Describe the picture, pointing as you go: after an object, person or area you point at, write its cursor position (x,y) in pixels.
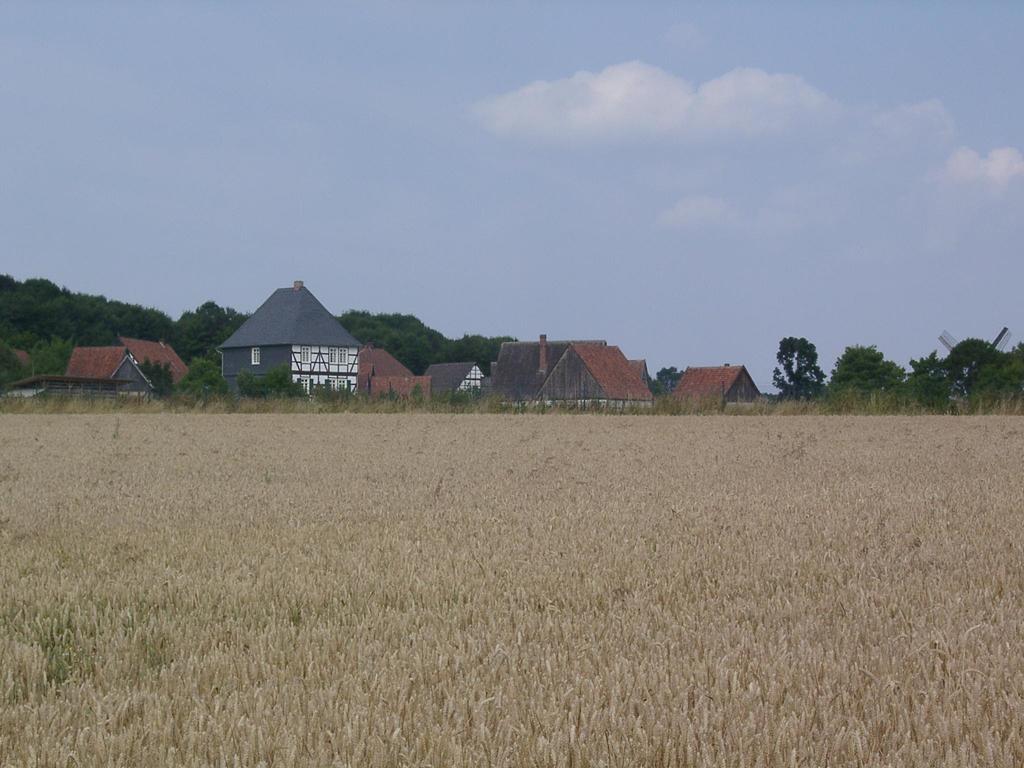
This picture is clicked outside the city. In the foreground (745,632) we can see the objects (383,524) seems to be the crops (557,587). In the background (642,367) there is a sky (328,308), houses (331,357) and trees (1018,387).
